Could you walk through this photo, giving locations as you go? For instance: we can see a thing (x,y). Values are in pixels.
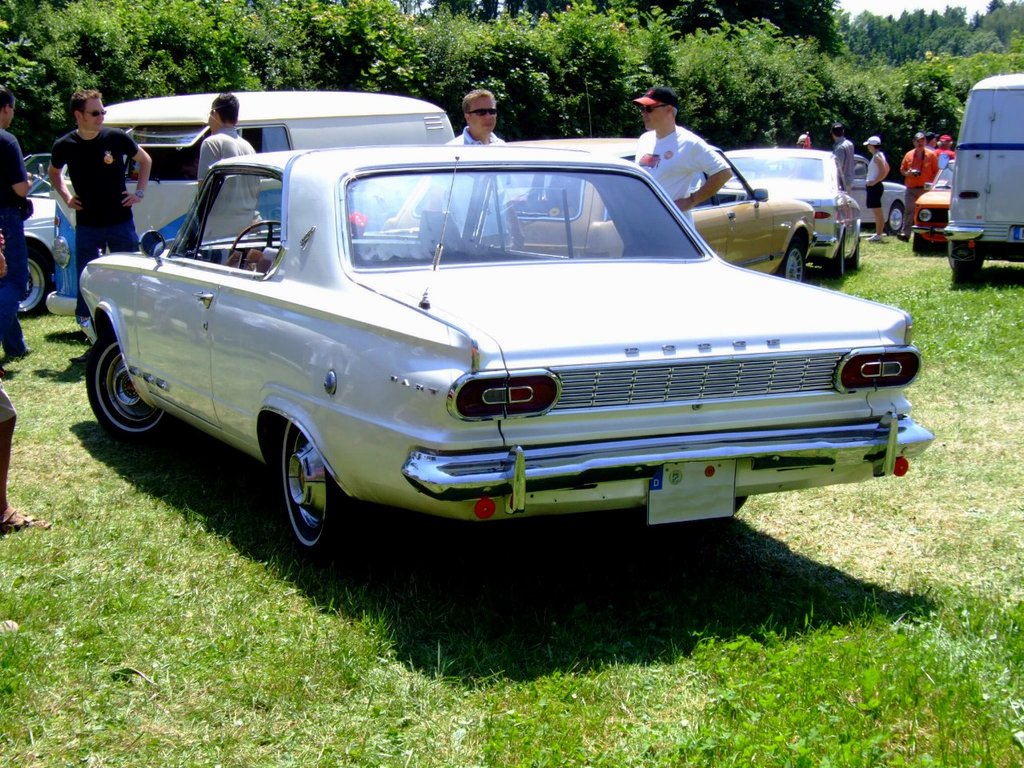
In this image there are cars (477,239). There are people (646,133) standing on the grass (234,520). In the background of the image (528,66) there are trees (736,48) and sky (896,7).
